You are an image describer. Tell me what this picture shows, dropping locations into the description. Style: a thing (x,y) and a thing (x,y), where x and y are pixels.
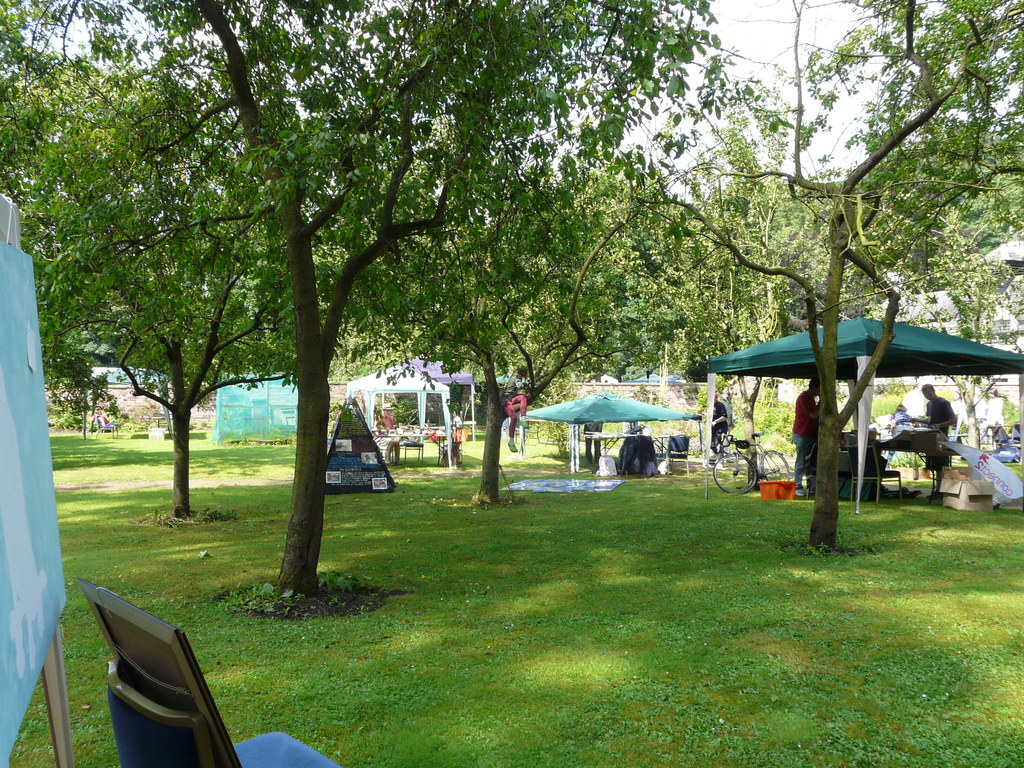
There is a chair (151,642) and board (36,562) in the foreground area of the image (33,603), there are trees (837,495), tents (723,367), people (716,456) other items (438,462), houses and sky (815,29) in the background area (823,90).
